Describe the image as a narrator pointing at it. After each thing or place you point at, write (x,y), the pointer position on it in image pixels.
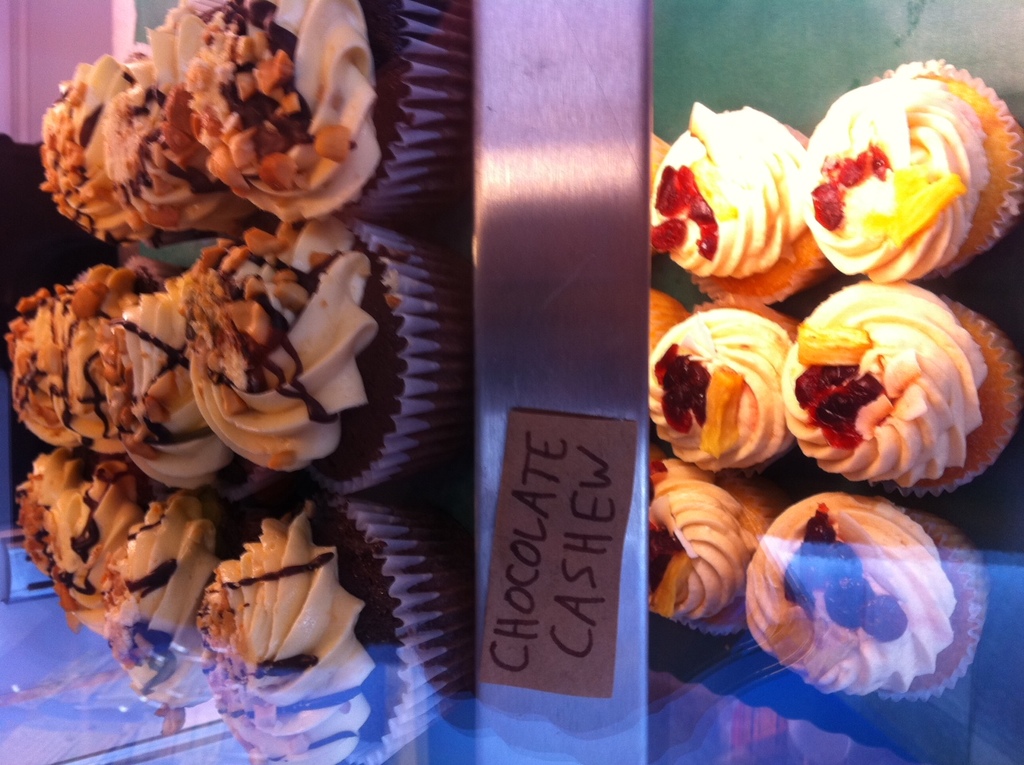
In the image we can see some chocolate cashew cupcakes (338,71) in a display case (494,757).
